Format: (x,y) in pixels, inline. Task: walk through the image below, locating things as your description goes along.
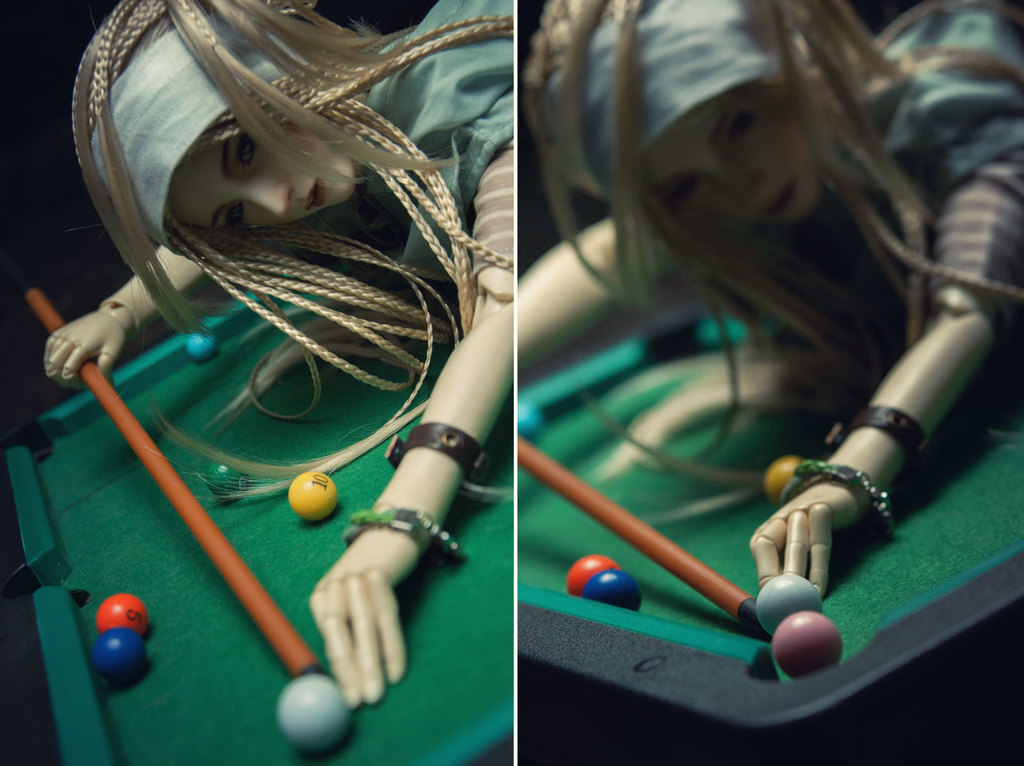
It is a collage image, in the first image there is a snooker table (323,552) and a doll (344,643) is kept in a position of playing the game and in the second image the doll (686,467) is blurred and only the balls (797,586) are focused on the table (972,625).
